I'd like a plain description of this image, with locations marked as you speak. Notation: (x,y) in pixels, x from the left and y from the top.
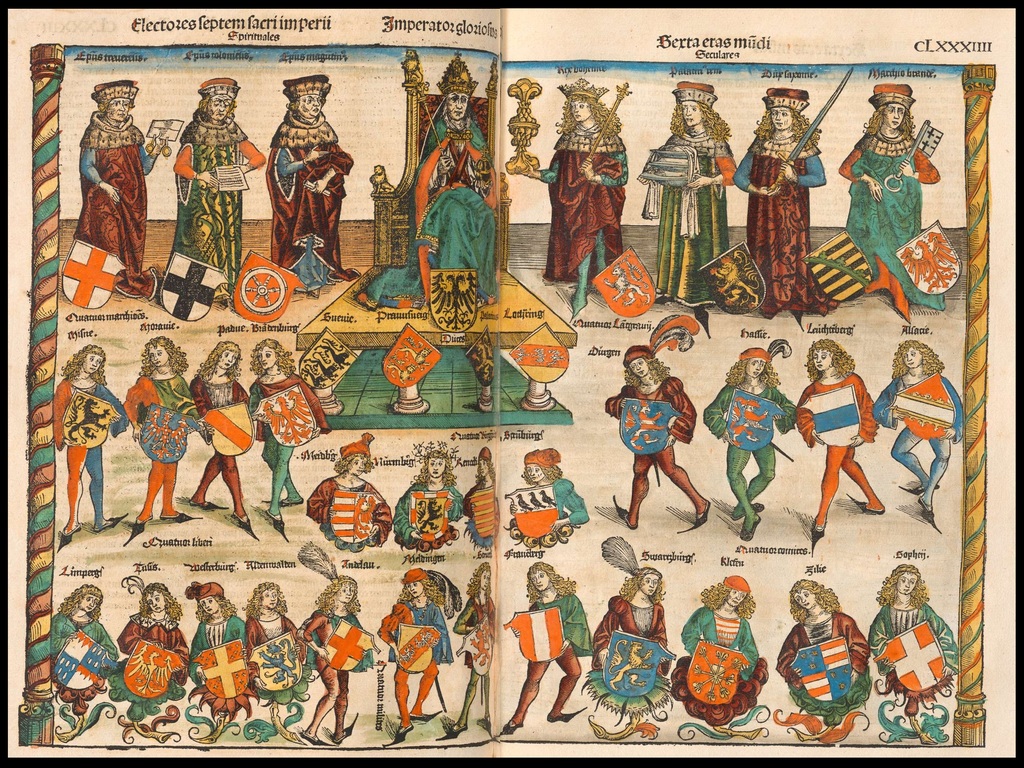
In this image we can see a paper (438,466) with paintings (445,364) and some text (192,56).
